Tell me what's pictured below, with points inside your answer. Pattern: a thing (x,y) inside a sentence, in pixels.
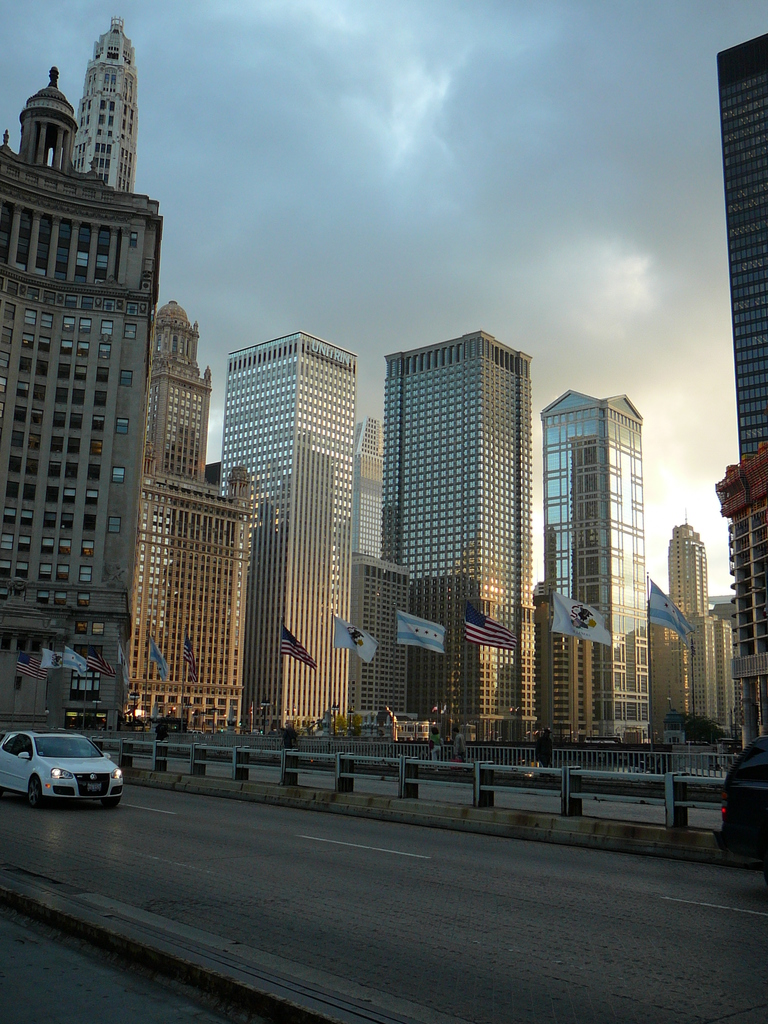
In this image I see number of buildings (477,568) and I see the road (33,848) over here and I see a white color car (90,782) and I see number of flags (156,661) which are colorful. In the background (688,198) I see the sky (598,220) which is cloudy.
